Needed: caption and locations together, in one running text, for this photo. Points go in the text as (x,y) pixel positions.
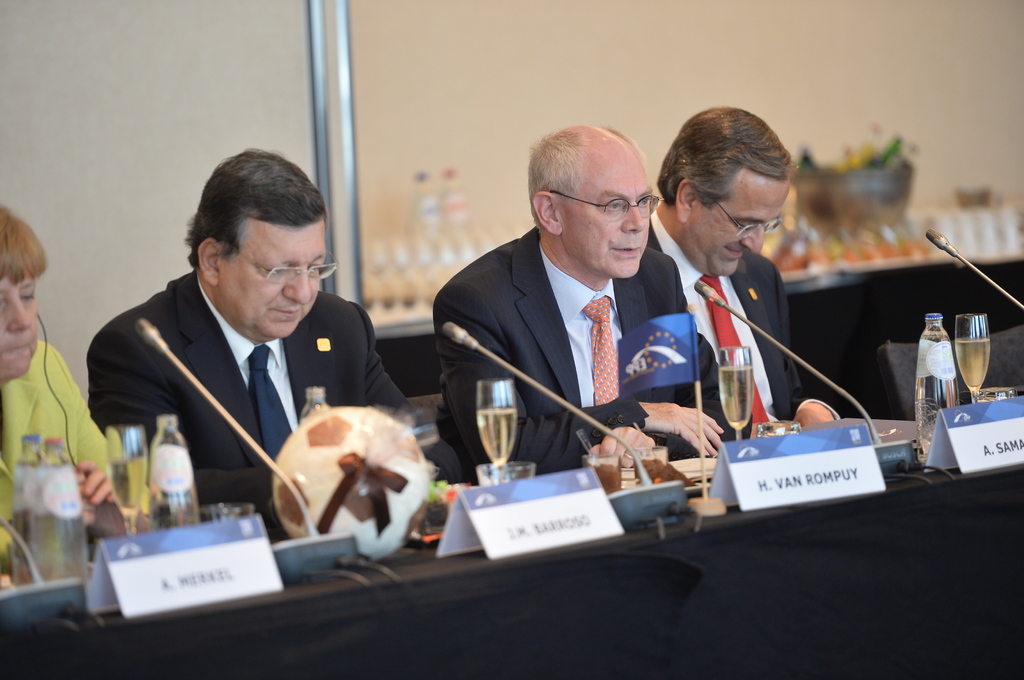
In this image there are people (519,354) sitting on the chairs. In front of them there is a table (527,593). On top it there are name boards (524,508), glasses (479,417), mics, water bottles (48,476) and a few other objects (895,436). Behind them there is a wall (460,65) and we can see bottles (454,184) and a few objects (799,194).
